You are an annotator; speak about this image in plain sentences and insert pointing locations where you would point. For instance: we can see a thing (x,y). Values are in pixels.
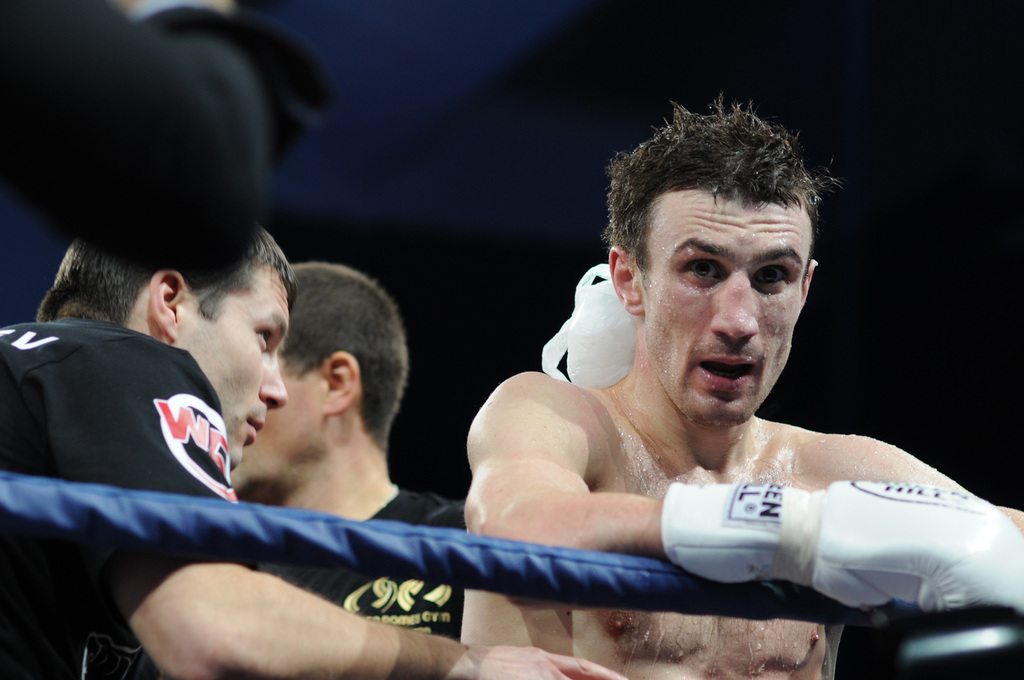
In this image there are few people (589,453) in the boxing ring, there is an ice pack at one of the person's neck (639,406).
